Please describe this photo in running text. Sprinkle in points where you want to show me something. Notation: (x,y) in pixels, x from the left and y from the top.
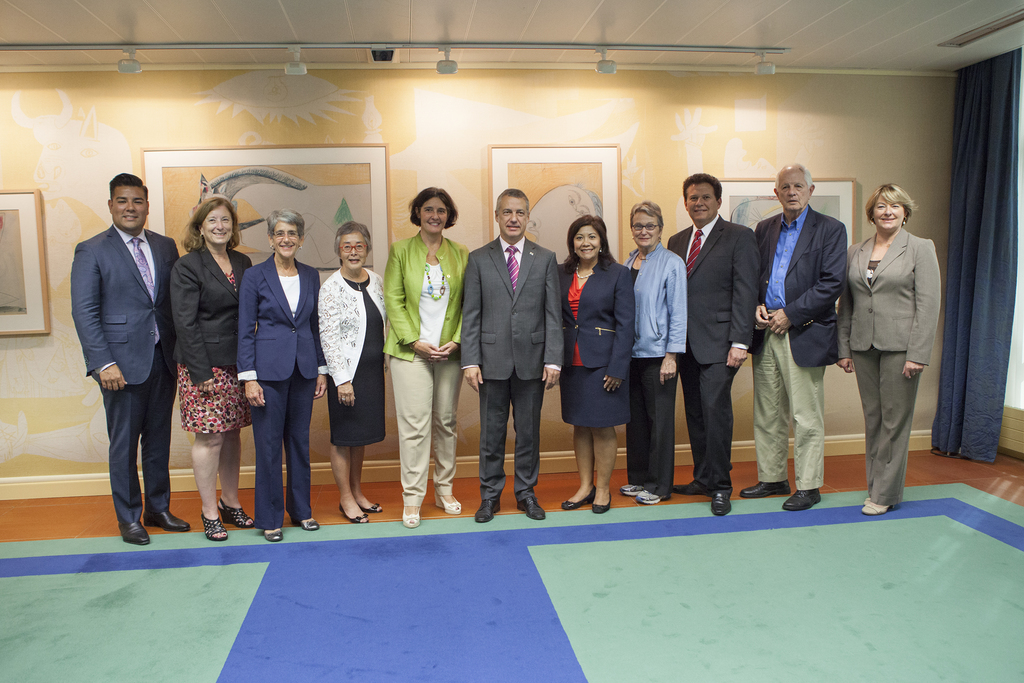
As we can see in the image there are group of people (680,262) standing, wall (54,306), photo frames (5,251), mat (119,561) and a curtain (990,200).
